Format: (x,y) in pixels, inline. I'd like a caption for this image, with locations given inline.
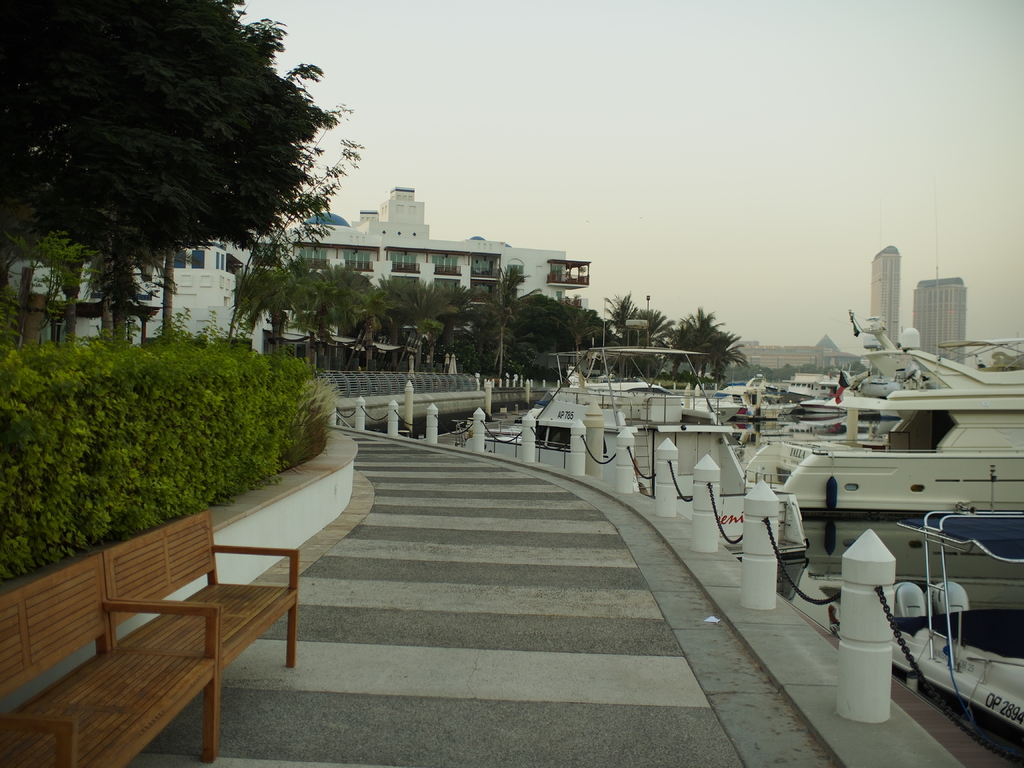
On the left side (208,524), there is a wooden bench (177,549) on a footpath (229,689). On the right side (1013,383), there are boats (879,361) on the water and there is a fence (976,732) having a chain (937,695) connected to the white color poles (859,612). In the background (727,308), there are trees (361,325), plants (130,358) and buildings (959,325) on the ground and there is sky (368,57).
